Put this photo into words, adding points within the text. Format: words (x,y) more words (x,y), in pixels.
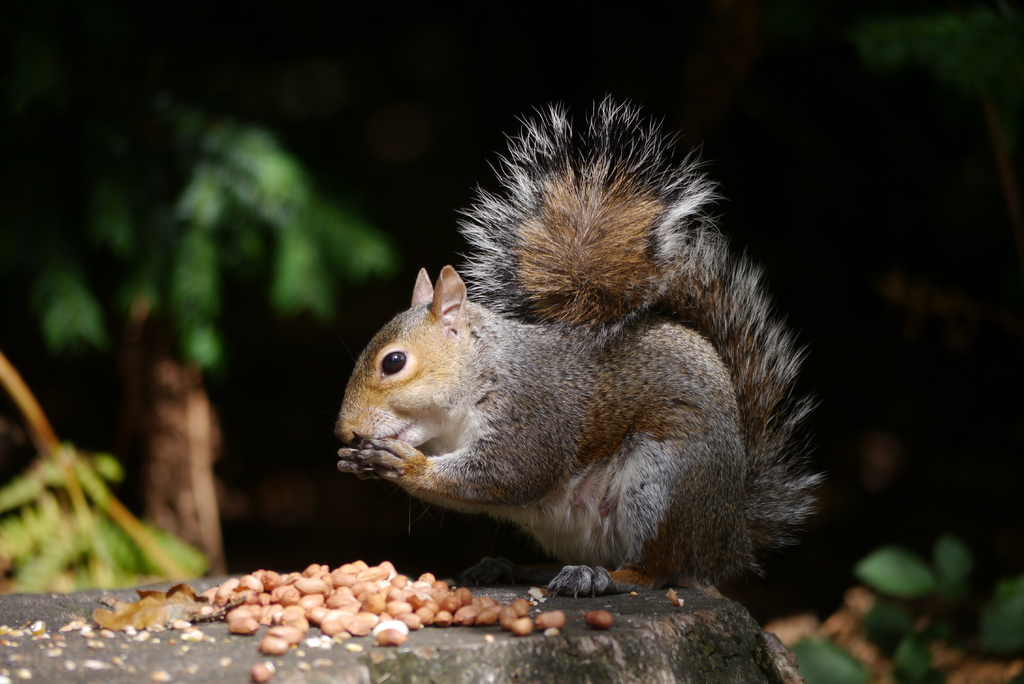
In this image we can see squirrel (600,509) and nuts (398,606) on the stone (580,608). In the background (75,230) there are trees (103,239).
